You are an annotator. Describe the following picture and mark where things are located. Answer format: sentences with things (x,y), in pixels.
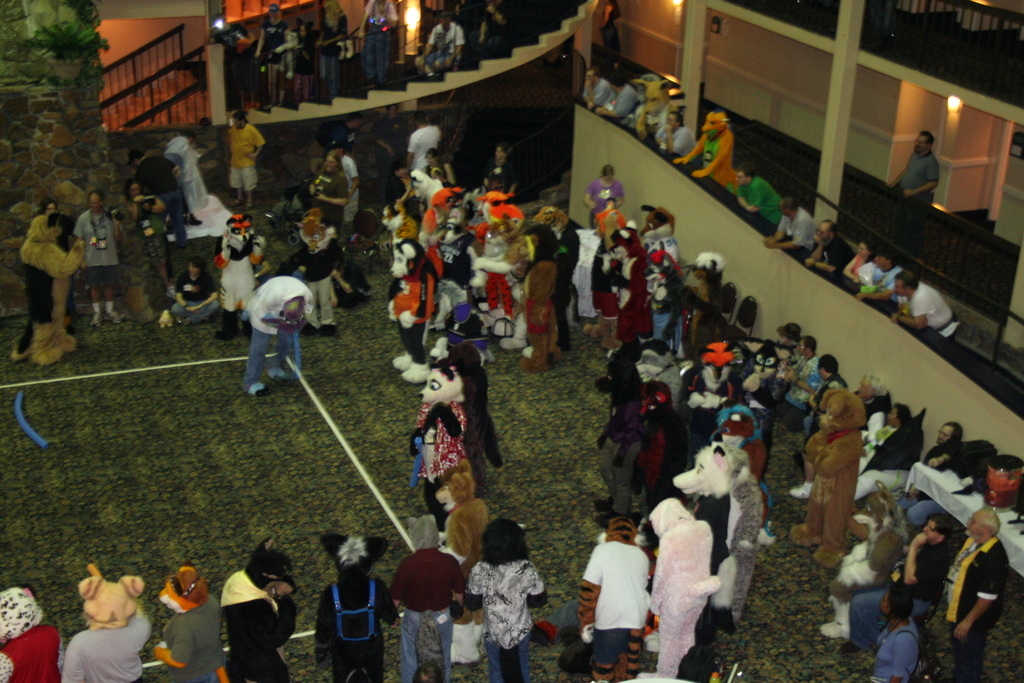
This image consists of many persons (672,256) in which we can see few of them are wearing costumes (449,455). At the bottom (138,488), there is a floor (795,453). On the left (95,95), we can see a wall (33,104) made up of rocks (47,134). In the background (440,118), there are stairs (368,84) along with a railing (309,77). On the right (858,18), there are pillars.
